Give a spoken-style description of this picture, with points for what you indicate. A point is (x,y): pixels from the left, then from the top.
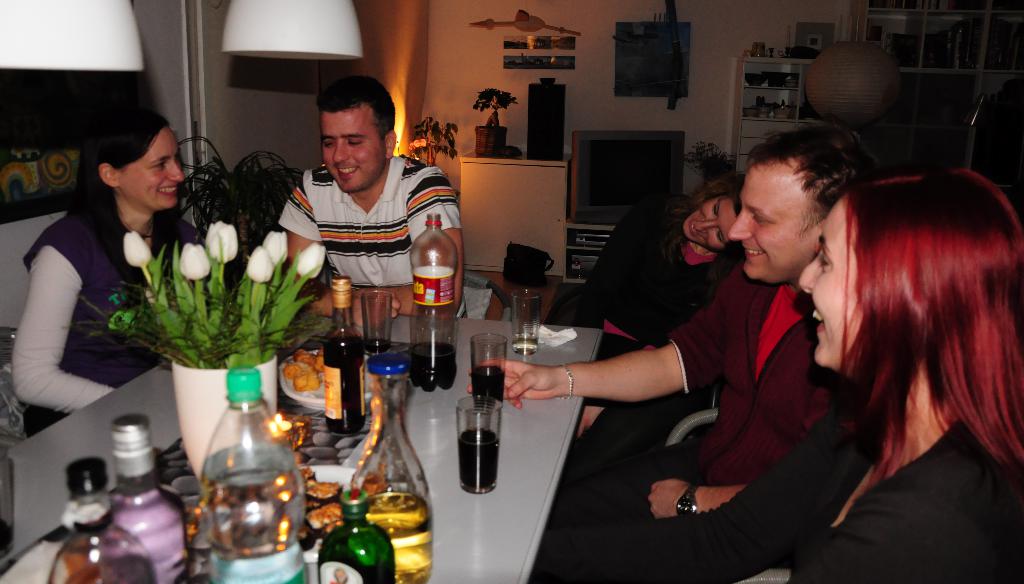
In this picture I can see 2 men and 3 women (106,249) sitting on chairs (4,363) and I can see a table (188,471) in front (237,391), on which there are glasses (373,313) and bottles (265,431) and I can also see few flowers (133,263). In the background (239,216) I can see few plants (498,93), a TV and many things (972,56) on the racks (935,18). On the top left corner of this picture (129,48) I can see 2 white color things (108,66).
